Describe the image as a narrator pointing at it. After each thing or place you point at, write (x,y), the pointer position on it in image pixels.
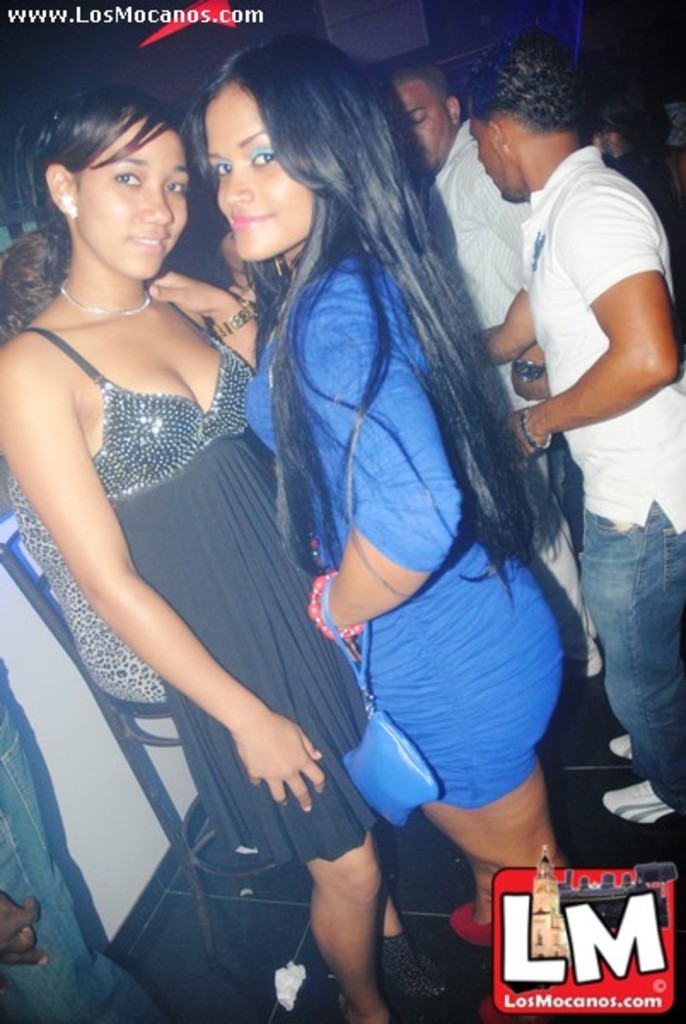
In this image, there are a few people (298,455). Among them, a person (219,760) is sitting on an object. We can see the ground (683,893). We can also see a watermark (578,907) on the bottom right corner (593,952). We can also see some text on the top left corner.
